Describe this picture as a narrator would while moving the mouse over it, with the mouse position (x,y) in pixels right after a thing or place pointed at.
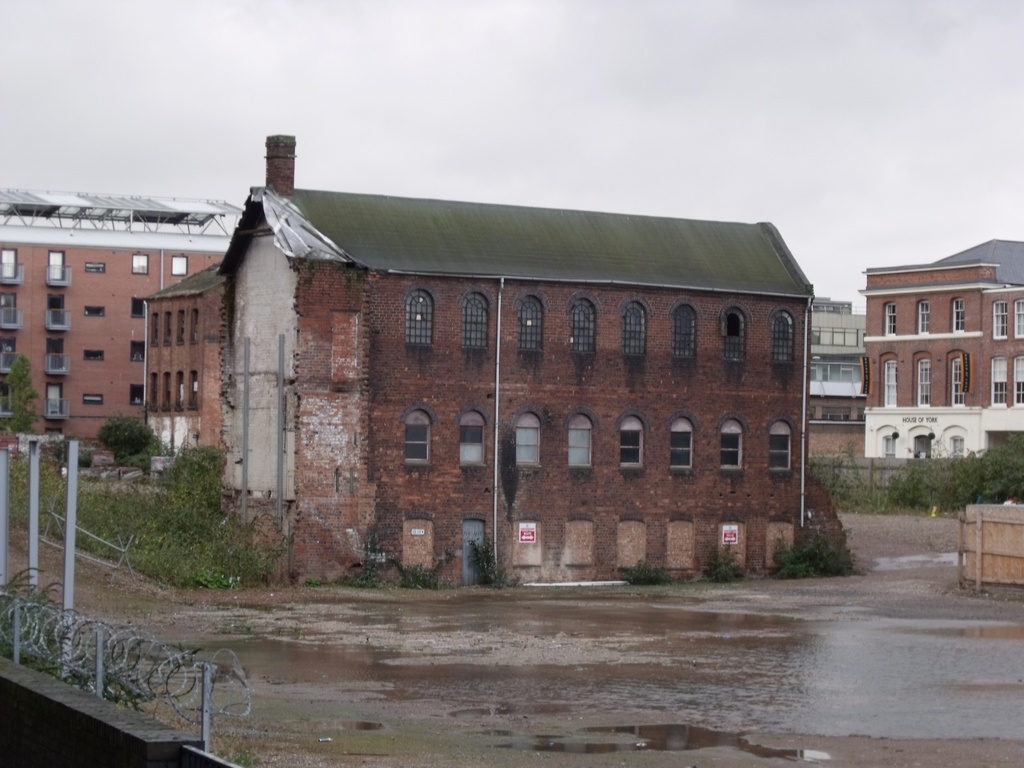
In this image we can see few buildings (489,508), grass (130,503), plants (173,510) in front of the building (323,500), there is a shed (94,213) on the top of the building (212,247), there is a fence (143,659) on the wall (144,722) and there are rods (67,516) and sky (702,140) in the background (575,95).
